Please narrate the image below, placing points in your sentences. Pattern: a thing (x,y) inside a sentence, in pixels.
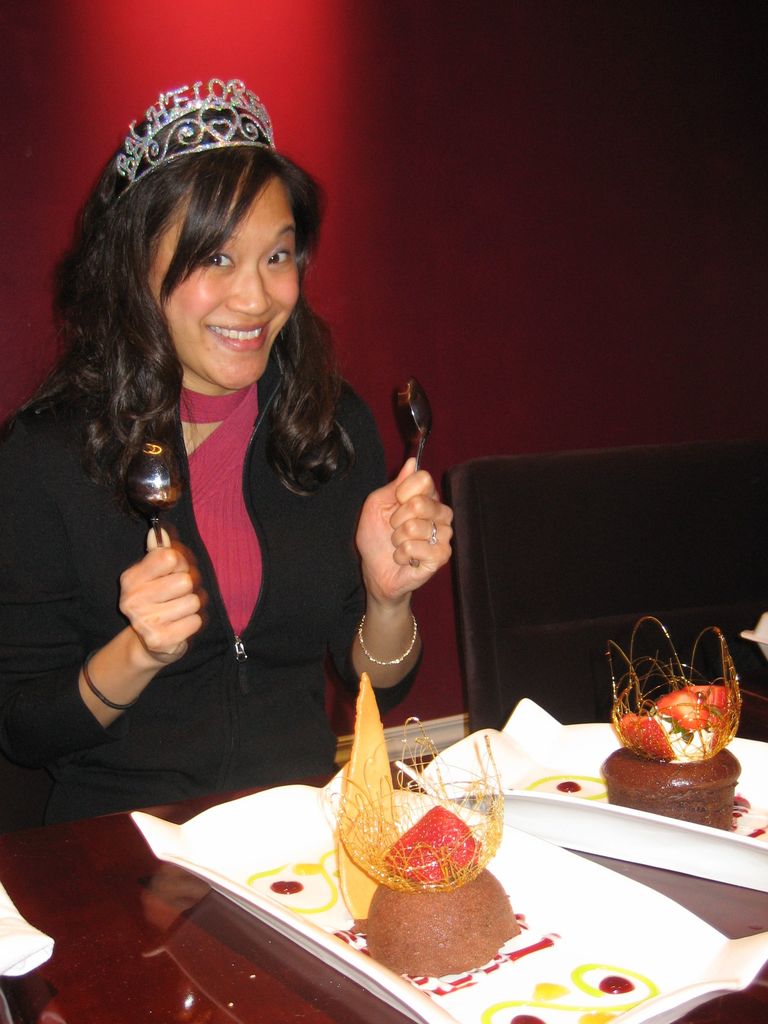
In this image, we can see a person (250,467) wearing clothes (299,633) and holding spoons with her hands (397,570). There is a chair (544,608) on the right side of the image (571,591). There is a table (246,961) at the bottom of the image (234,945) contains plates (581,943) with objects (657,754).
